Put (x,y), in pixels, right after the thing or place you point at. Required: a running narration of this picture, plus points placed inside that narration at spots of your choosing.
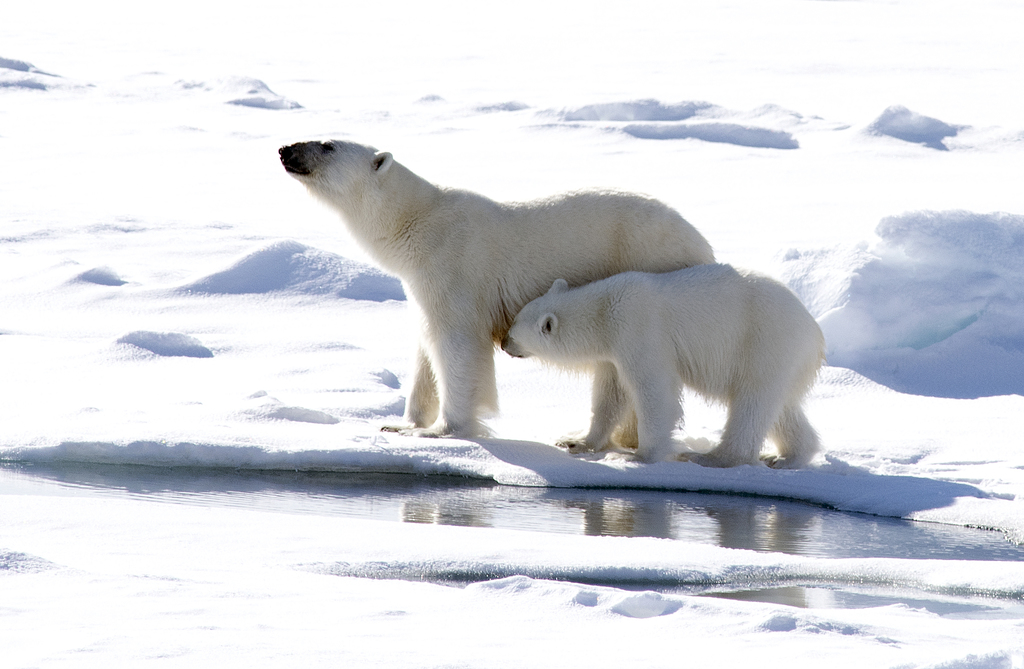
In this picture there are two bears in the center of the image (431,408) and there is water (617,499) at the bottom side of the image (779,524), there is snow (587,384) around the area of the image.
